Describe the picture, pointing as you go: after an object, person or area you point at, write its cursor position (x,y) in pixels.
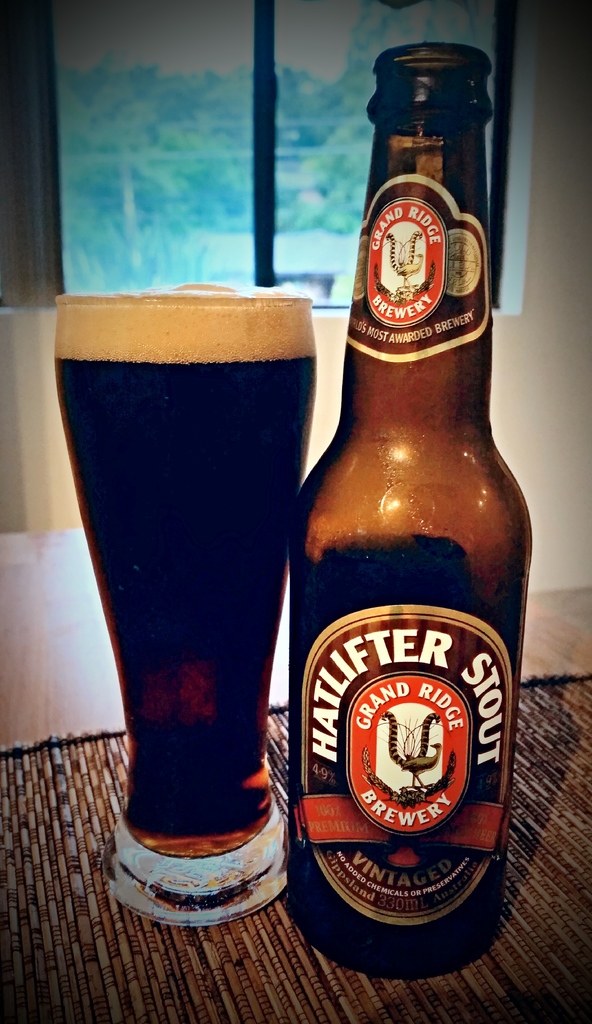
in this picture we can see a bottle (318,553) with stickers (376,250) to it and aside to this bottle (375,402) we have a glass (102,542) with drink (186,393) in it and this are placed on a table (113,683) and in the background (184,171) we can see wall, window (318,149) and from window (244,80) we can see trees (176,86).
